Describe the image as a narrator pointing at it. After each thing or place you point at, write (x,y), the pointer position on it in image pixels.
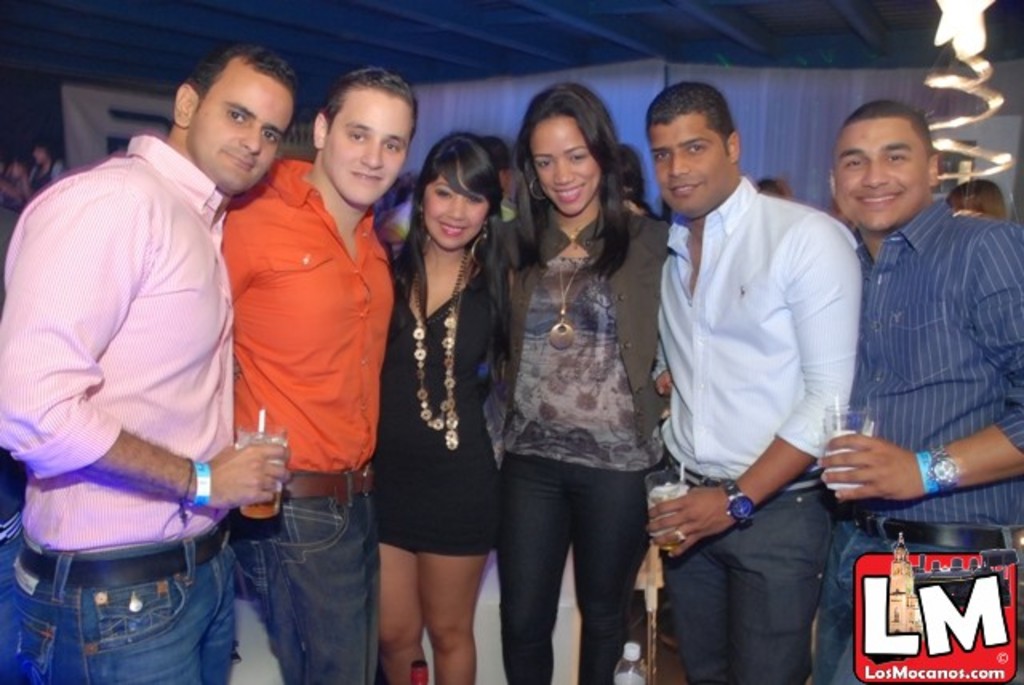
In this image, we can see a group of people (447,576) are standing side by side and watching. Here we can see three men (932,521) are holding glasses (264,513) with straw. Background we can see people (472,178), curtains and banner (102,129). On the right side (901,658) bottom corner, there is a logo (940,601) in the image.
